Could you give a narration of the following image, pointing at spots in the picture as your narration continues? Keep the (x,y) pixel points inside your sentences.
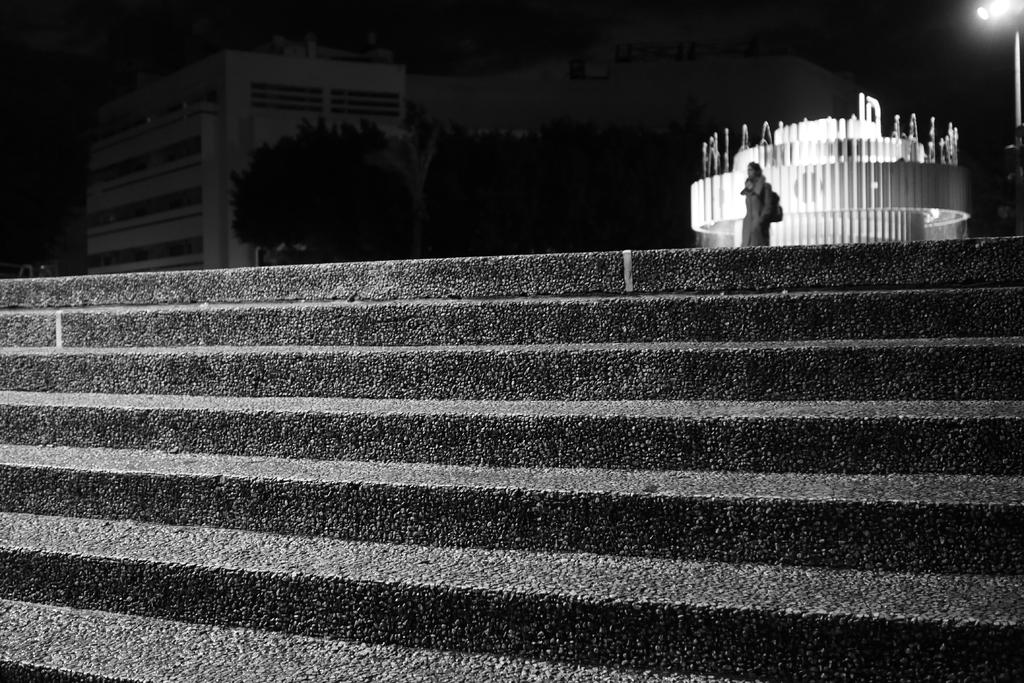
In this picture we observe a stairs (496,382) and in the background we observe a building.
